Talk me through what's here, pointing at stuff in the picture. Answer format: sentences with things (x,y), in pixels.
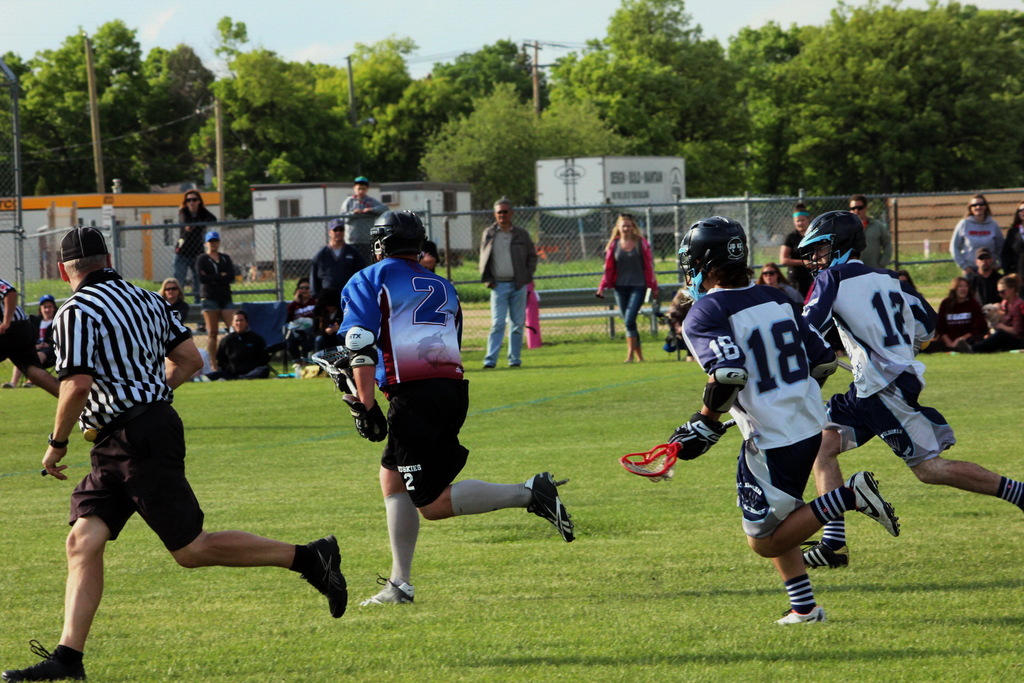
In this image there are four people (432,458) running, and there are group of people (344,211) standing and sitting on the grass (511,403), iron fence (12,220), poles (20,174), trees (921,182), sky (360,8).
